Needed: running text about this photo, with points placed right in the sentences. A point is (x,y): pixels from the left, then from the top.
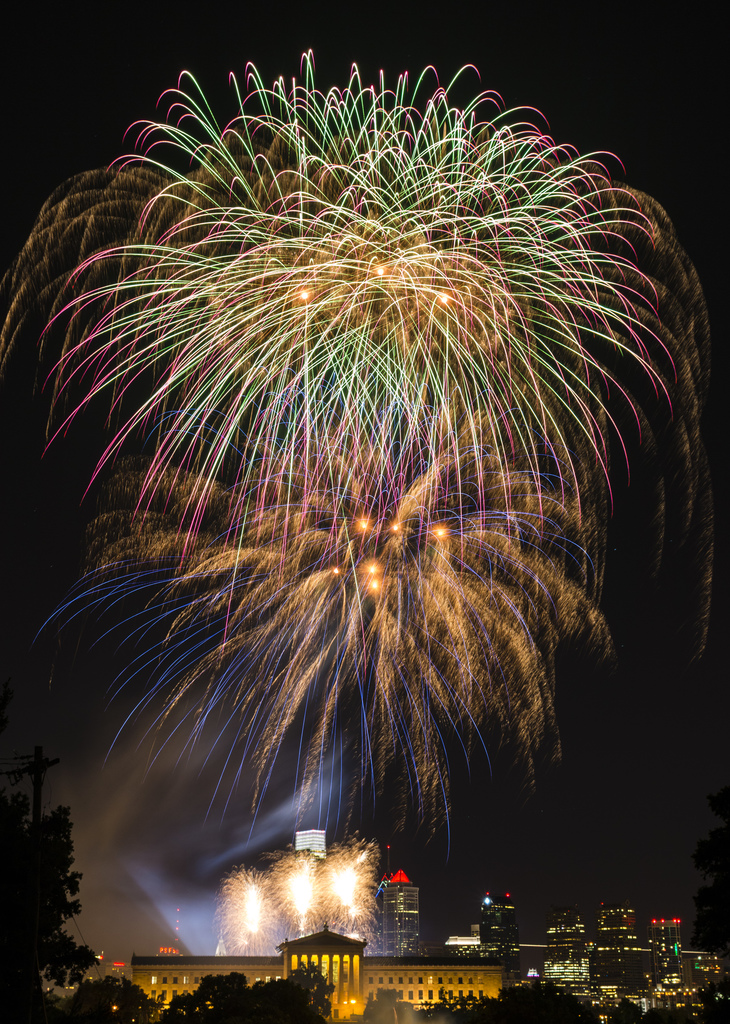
In this image we can see many houses (368,985) and building (322,962). There are many trees (208,1004) in the image. There is a sky (630,789) in the image. There is a firework (370,396) in this image.
